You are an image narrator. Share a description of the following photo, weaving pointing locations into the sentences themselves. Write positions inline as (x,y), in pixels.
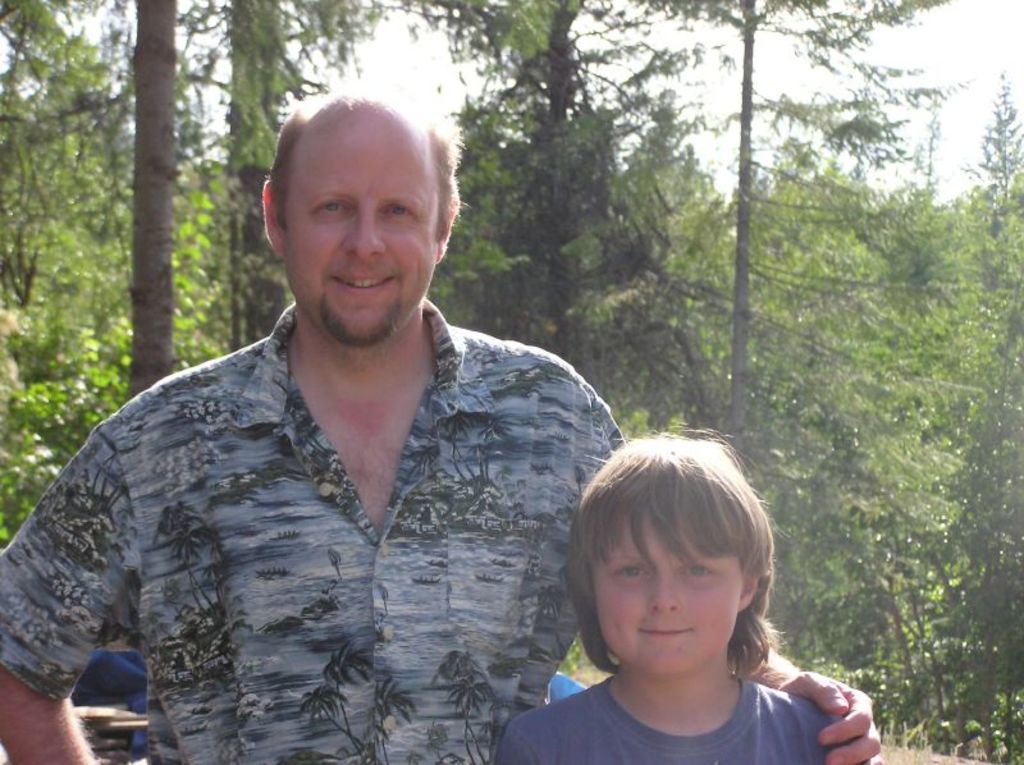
In this image we can see a man (338,545) and a child (641,687) standing. In the background (531,105) there are trees (643,122) and sky (716,119).
